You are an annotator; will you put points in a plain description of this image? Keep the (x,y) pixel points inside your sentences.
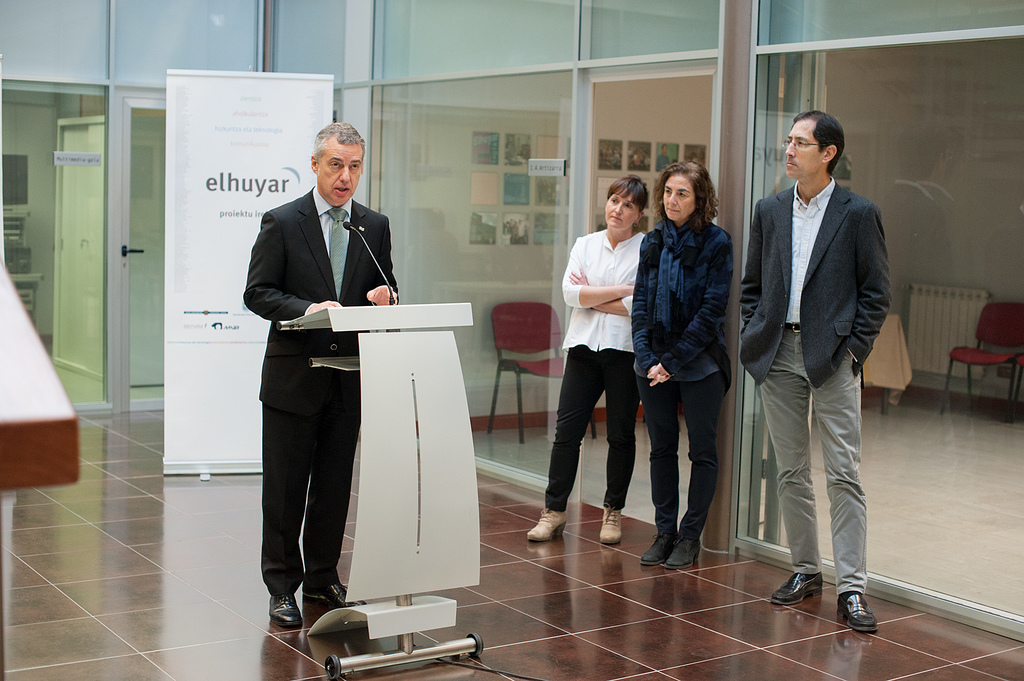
Here we can see four persons (572,449) and he is talking on the mike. This is a podium (403,382) and there is a banner (252,371). This is floor (504,603). Here we can see chairs (1013,387), glasses (909,270), doors (148,365), and frames (556,221) on the wall (513,190).
